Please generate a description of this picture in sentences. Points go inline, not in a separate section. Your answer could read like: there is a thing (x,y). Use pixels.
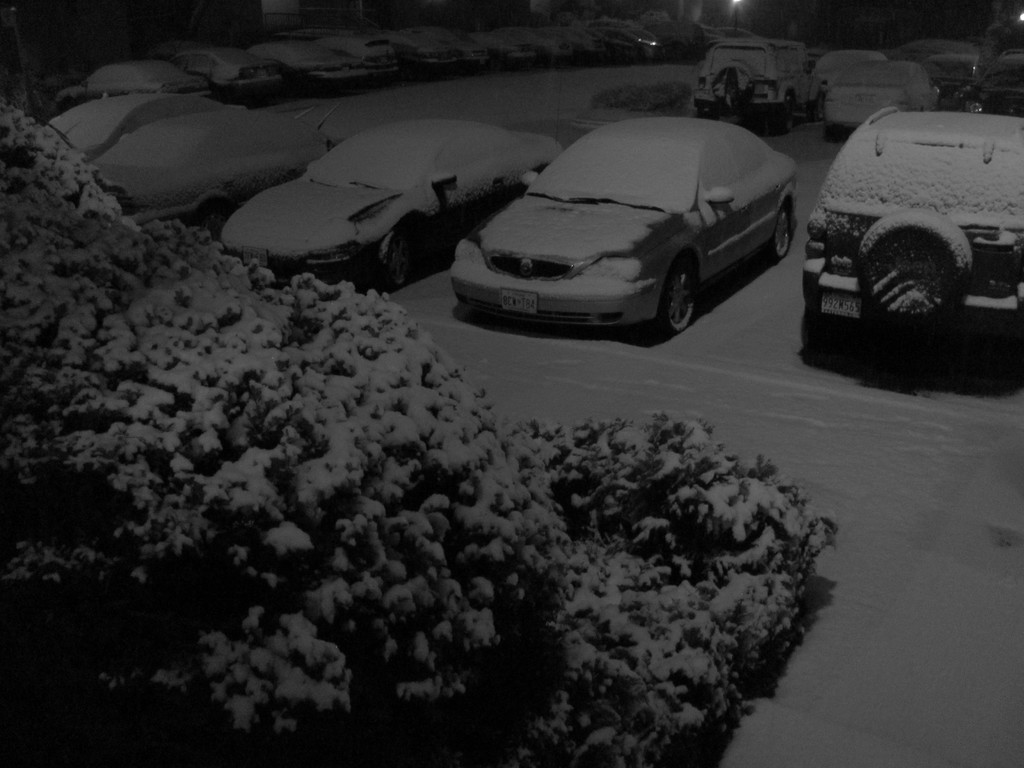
In this picture we can see many cars (961,110) which are parked in the parking (921,394). On the left (21,168) there is a tree (298,325). Here we can see snow (609,124). On the top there is a light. Here we can see darkness.
